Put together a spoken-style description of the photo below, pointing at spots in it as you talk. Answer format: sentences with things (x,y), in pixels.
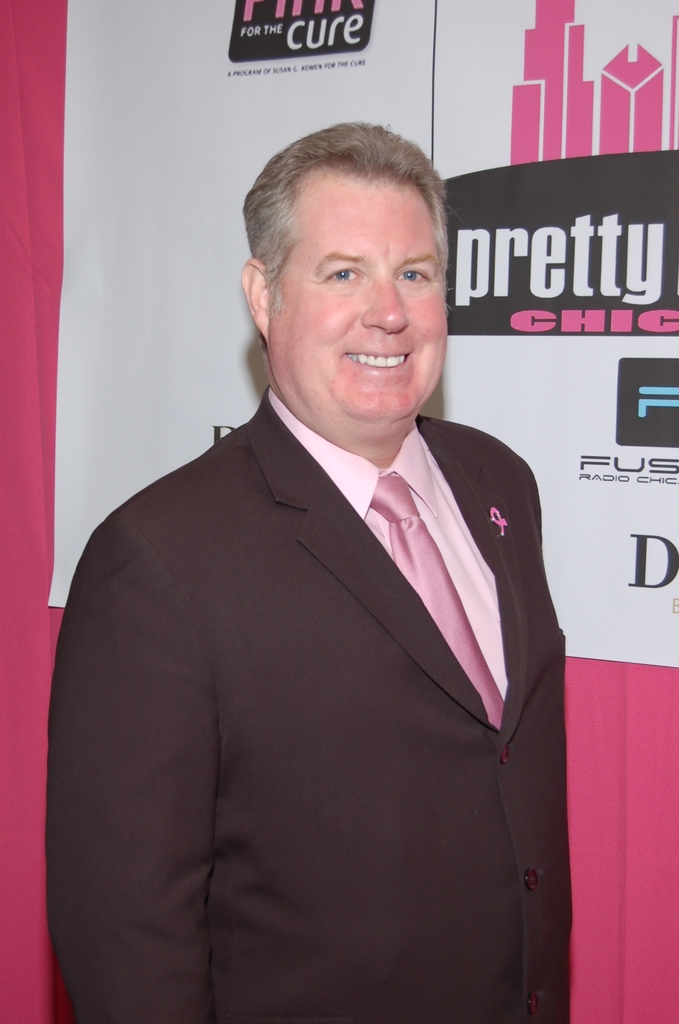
In the center of this picture (375,614) there is a person (400,496) wearing suit (400,594), smiling and standing. In the background (8,60) we can see a pink color curtain (7,183) and a banner (573,55) on which we can see the text (570,264).
